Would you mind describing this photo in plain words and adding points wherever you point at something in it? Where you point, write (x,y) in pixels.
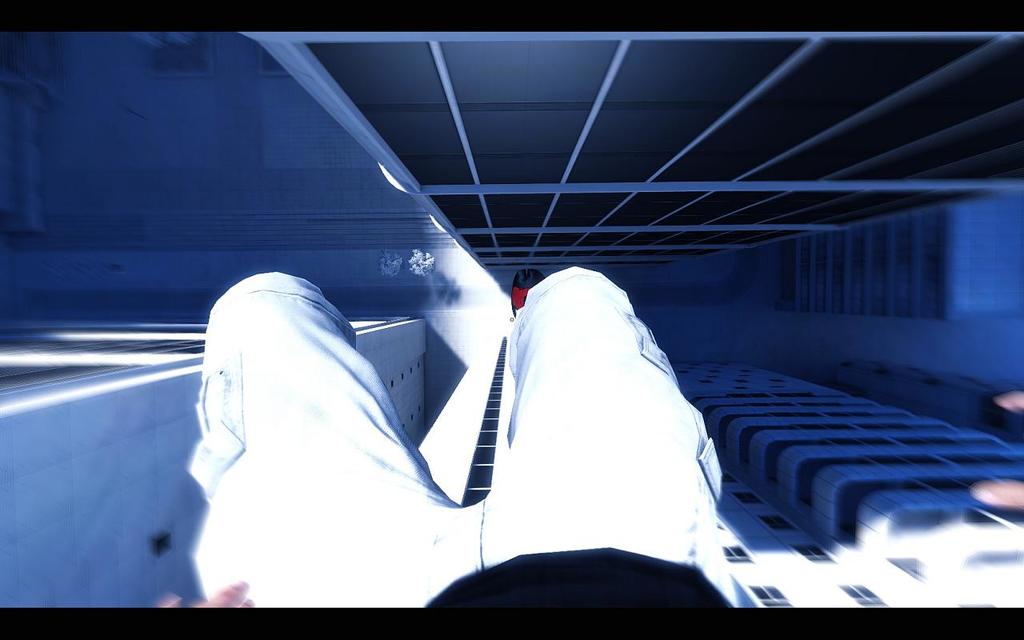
This is an edited image. At the center of the image (558,402) there are persons legs (559,453). At the bottom of the image (803,537) there are buildings (182,493).
